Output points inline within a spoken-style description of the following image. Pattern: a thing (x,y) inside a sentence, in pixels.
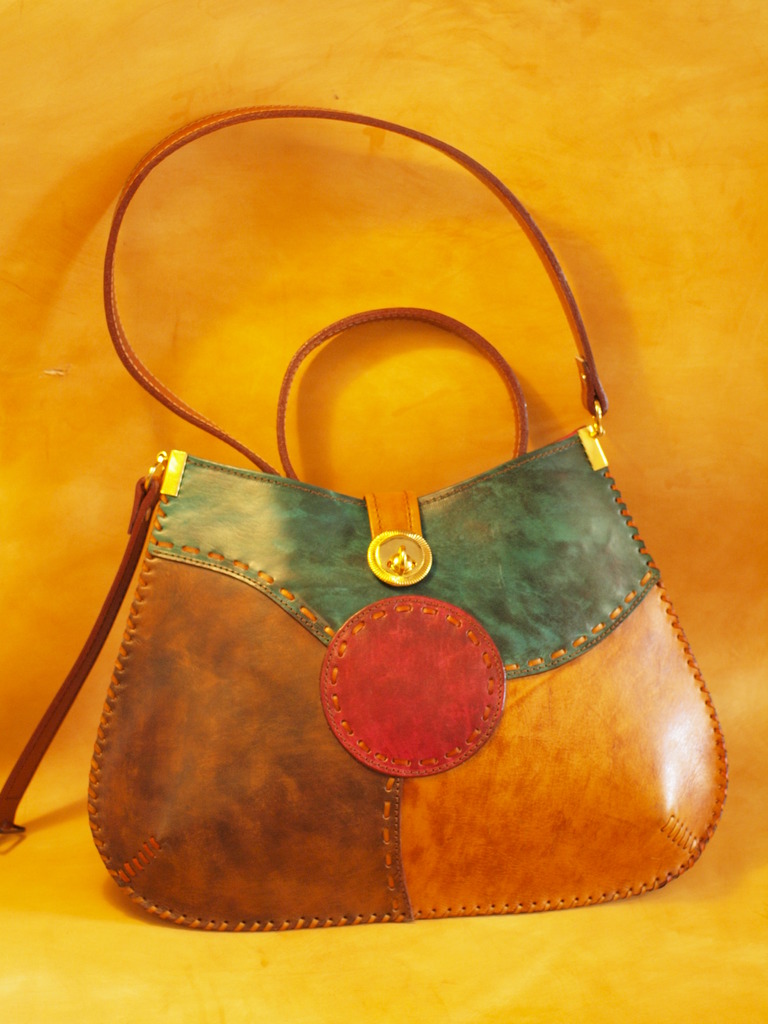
In this image I see a colorful bag (693,863).
